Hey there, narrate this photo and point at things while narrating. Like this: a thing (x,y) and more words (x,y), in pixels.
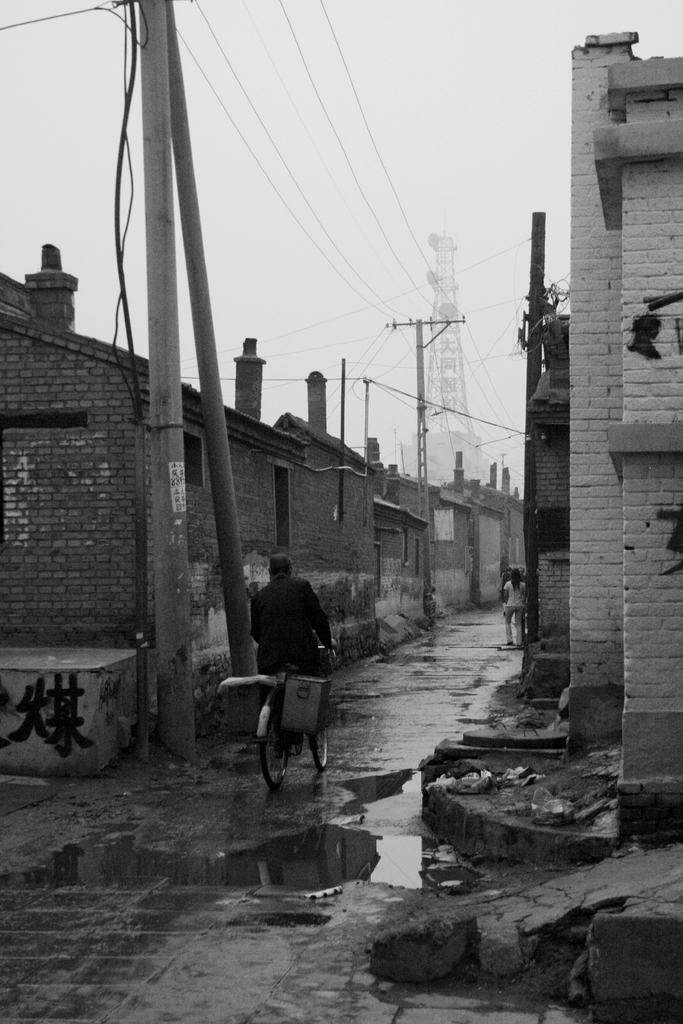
It looks like a black and white picture. We can see a person (284,643) is riding a bicycle (271,739) on the road (243,749). In front of the person (306,641) there is another person (510,605) is standing and electrical poles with cables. On the left (124,459) and right side of the people (505,597) there are buildings (391,490). Behind the buildings (346,532) there is the sky (433,177).
